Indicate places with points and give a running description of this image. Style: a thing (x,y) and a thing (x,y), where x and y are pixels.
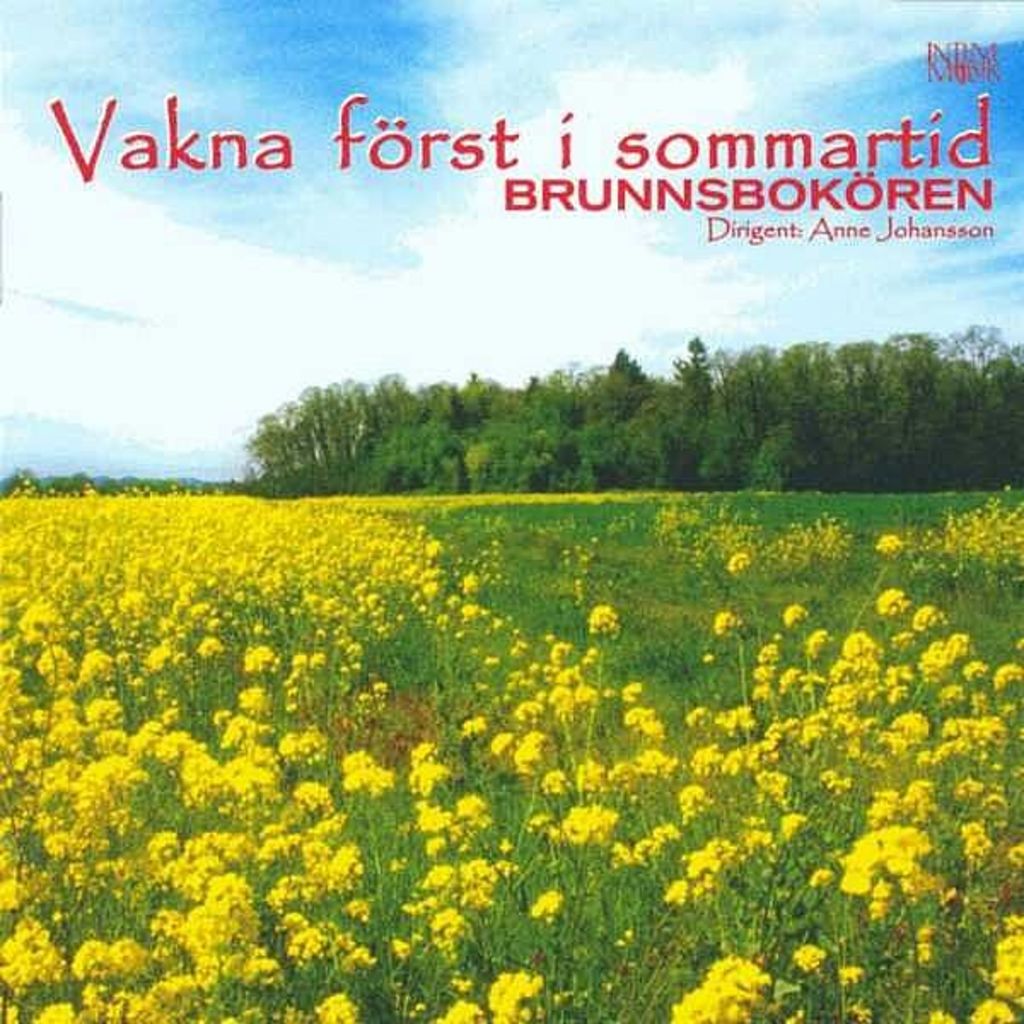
In the picture I can see flower plants (457,791). These flowers (430,810) are yellow in color. In the background (407,462) I can see trees (355,407) and watermarks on the image.
